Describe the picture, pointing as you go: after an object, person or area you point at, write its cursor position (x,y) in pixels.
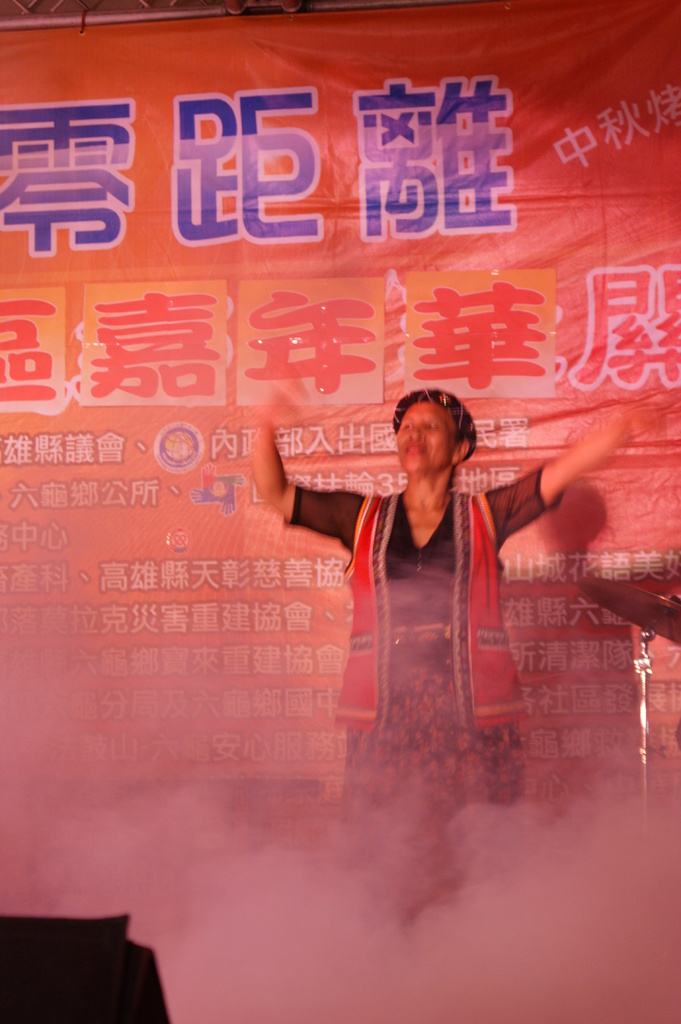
There is a person (364,701) dancing. There is smoke (394,879). In the background (258,285) there is a banner (186,504) with something written.
